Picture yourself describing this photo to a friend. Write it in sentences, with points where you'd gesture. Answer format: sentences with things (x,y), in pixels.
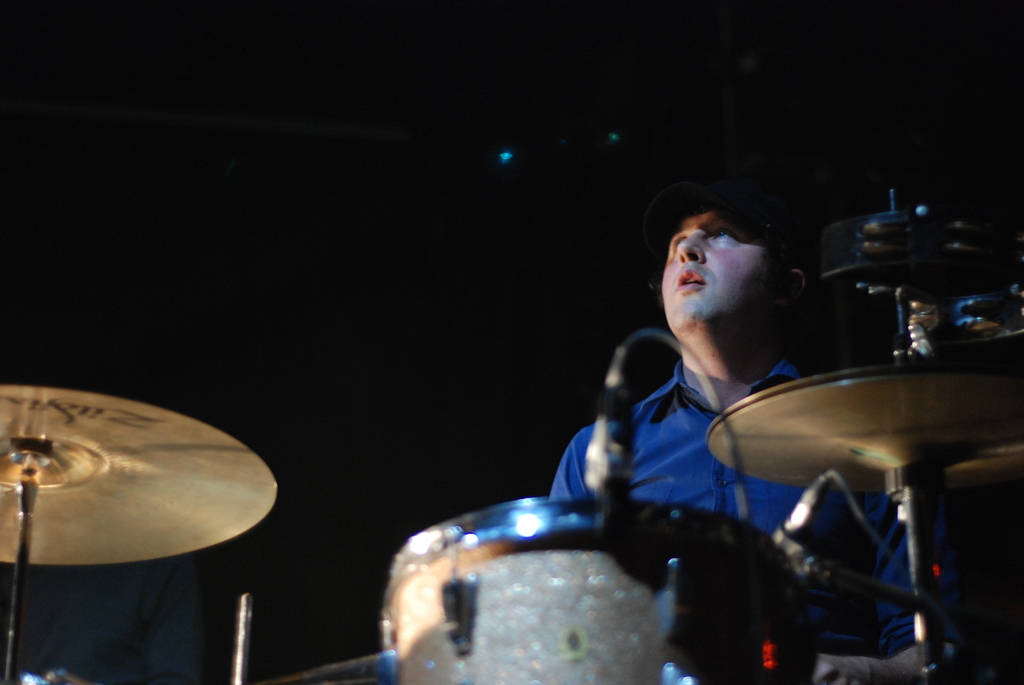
In this picture, we see a man (761,315) in the blue shirt (762,481) is sitting and he is wearing a black cap (756,225). In front of him, we see the musical instruments (635,552) and I think he is playing the musical instruments (615,534). In the background (485,305), it is black in color. This picture is clicked in the dark.
